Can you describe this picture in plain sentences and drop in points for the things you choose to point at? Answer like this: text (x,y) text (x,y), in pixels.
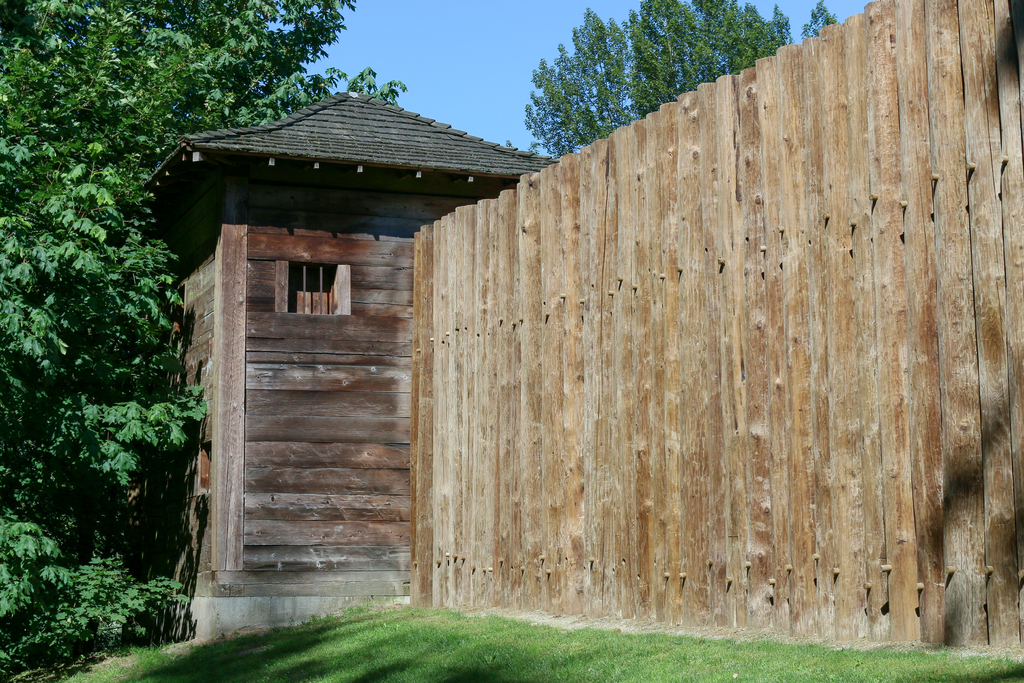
In this image in the center (354,298) there is one hut (368,304), and on the right side of the image (803,299) there are some wooden sticks (537,457). At the bottom (532,636) there is grass (238,636) and in the background (128,316) there are trees (291,62), at the top (428,38) there is sky (417,42).
